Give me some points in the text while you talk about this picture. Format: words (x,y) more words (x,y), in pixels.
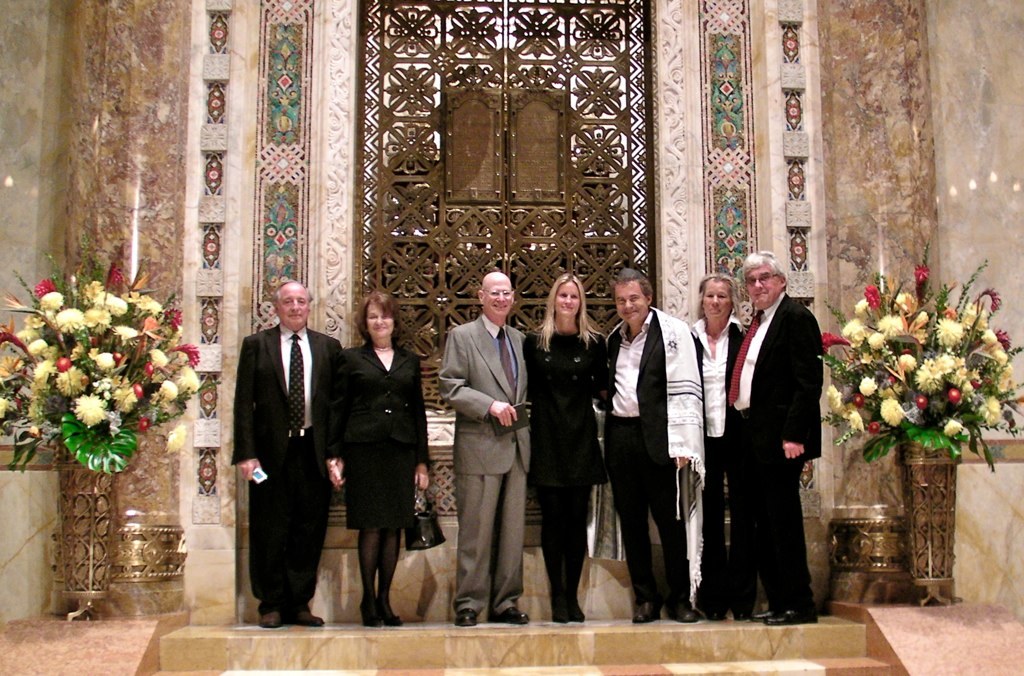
In this image we can see three women (539,390) and four men (508,406) are standing in front of a wall (232,92), Both side of the image flowers (155,363) are present.
